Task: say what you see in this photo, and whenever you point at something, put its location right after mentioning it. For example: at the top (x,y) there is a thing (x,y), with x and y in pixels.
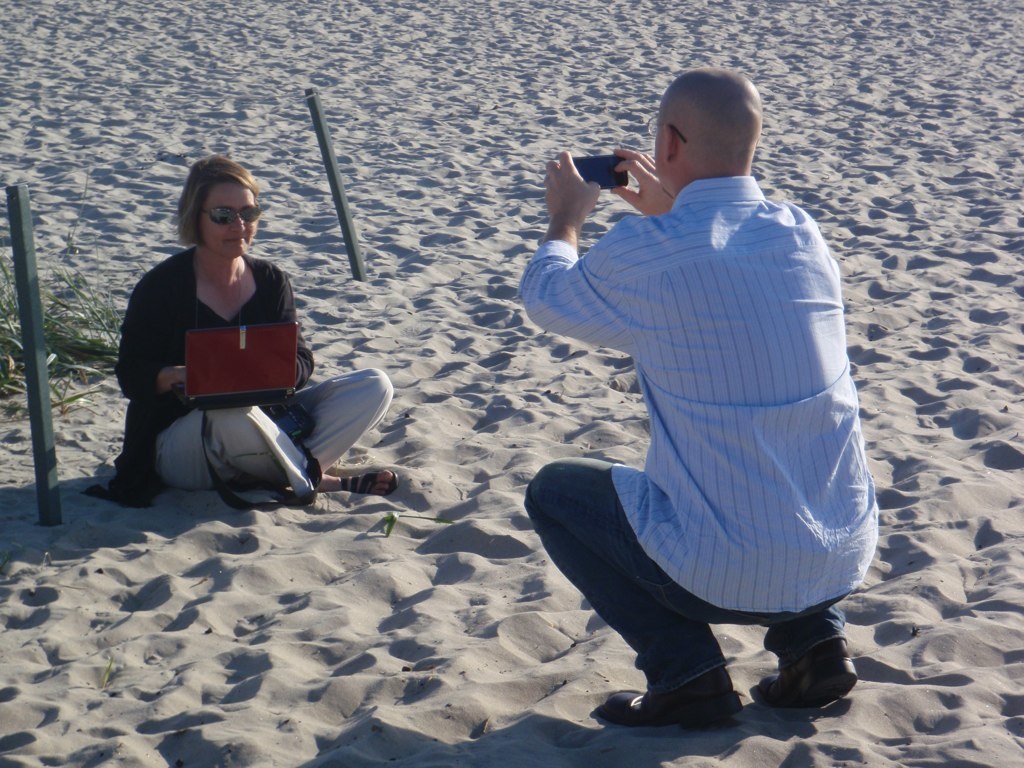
In the picture there is a man (705,481), he is capturing the picture of a woman (340,440) and she is sitting on the sand (85,515) and holding some object (236,375) by keeping it on her lap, the woman (202,205) is wearing goggles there are two poles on the either side of the woman (157,336) and she is wearing black dress (163,357) there is some grass (79,309) behind the woman (147,367).
